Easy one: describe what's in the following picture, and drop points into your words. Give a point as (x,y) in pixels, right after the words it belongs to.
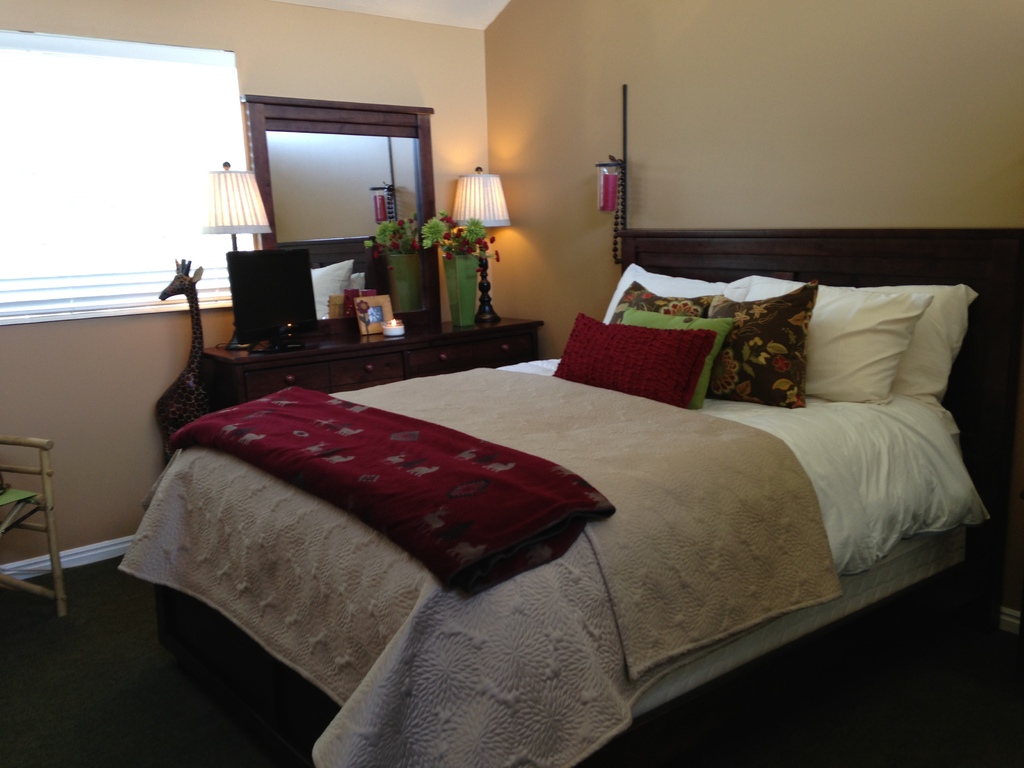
In this picture there is a bed (446,451) on which some blankets (600,449) and pillows (671,381) were placed. There is a mirror (372,157), desk (258,376) on which lamps (220,192), flower vase (449,262) were placed. In the background (706,167) there is a window (89,184) and a wall (774,138) here.
